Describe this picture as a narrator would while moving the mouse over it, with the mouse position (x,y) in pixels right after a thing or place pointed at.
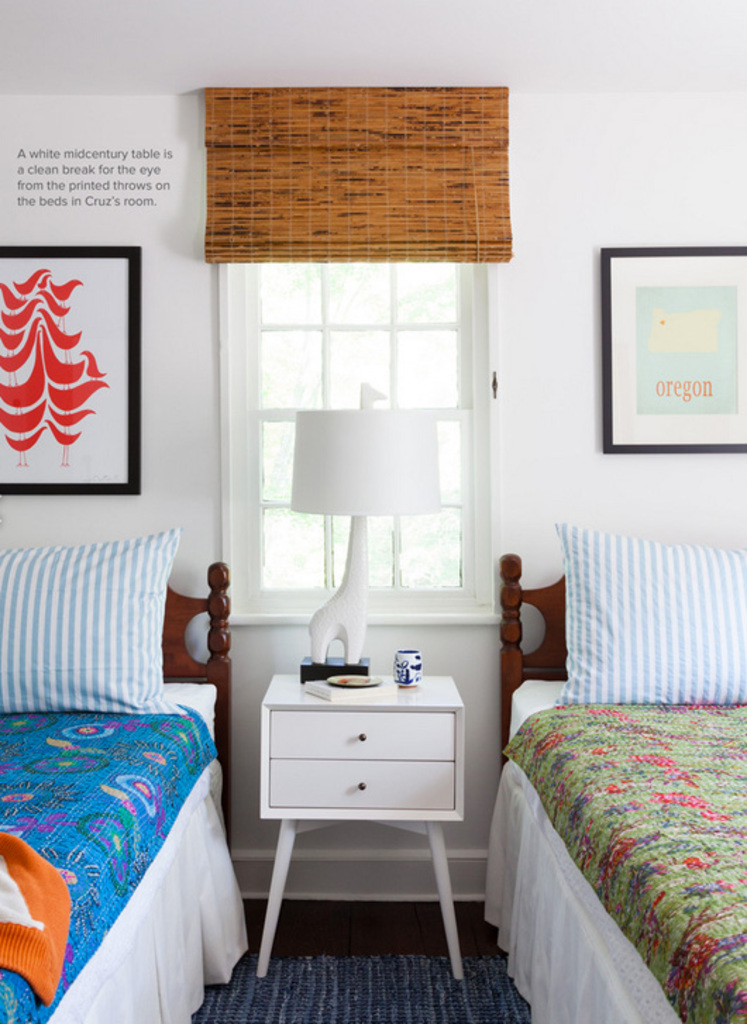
In this image i can see 2 beds (514,815), 2 pillows (709,588), a drawer (329,730), a lamp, a window (350,369) and the wall (606,174), and i can see 2 photo frames (731,430) attached to the wall (542,421).
